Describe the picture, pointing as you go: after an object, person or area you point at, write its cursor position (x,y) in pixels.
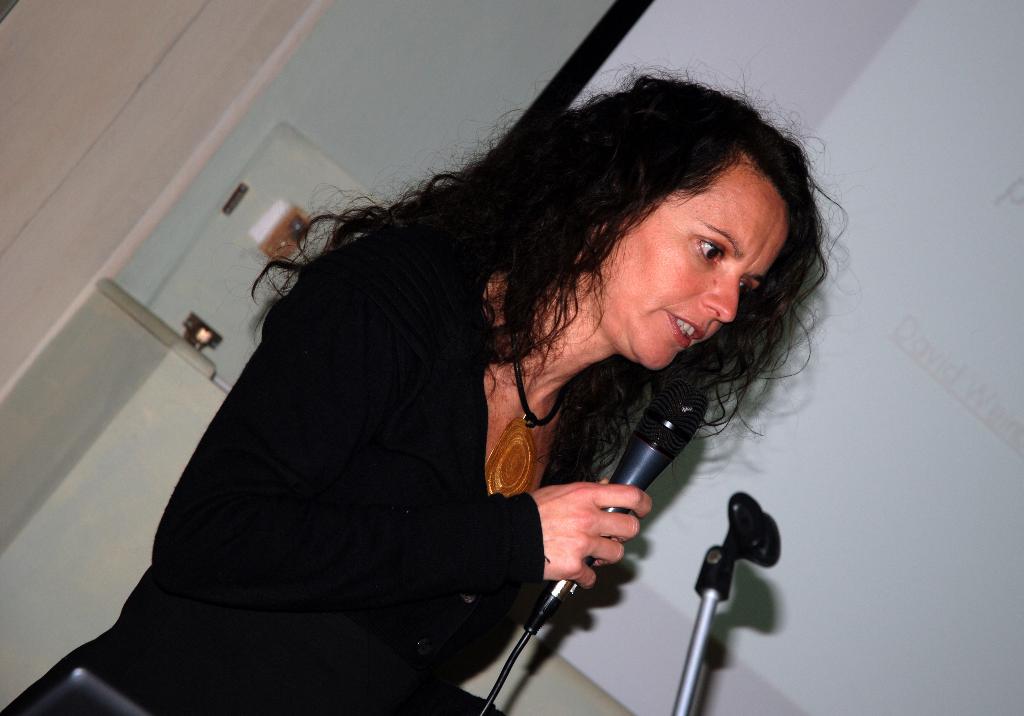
This picture shows a woman (601,406) standing and speaking with help of microphone (681,413) in her hand (553,544).
